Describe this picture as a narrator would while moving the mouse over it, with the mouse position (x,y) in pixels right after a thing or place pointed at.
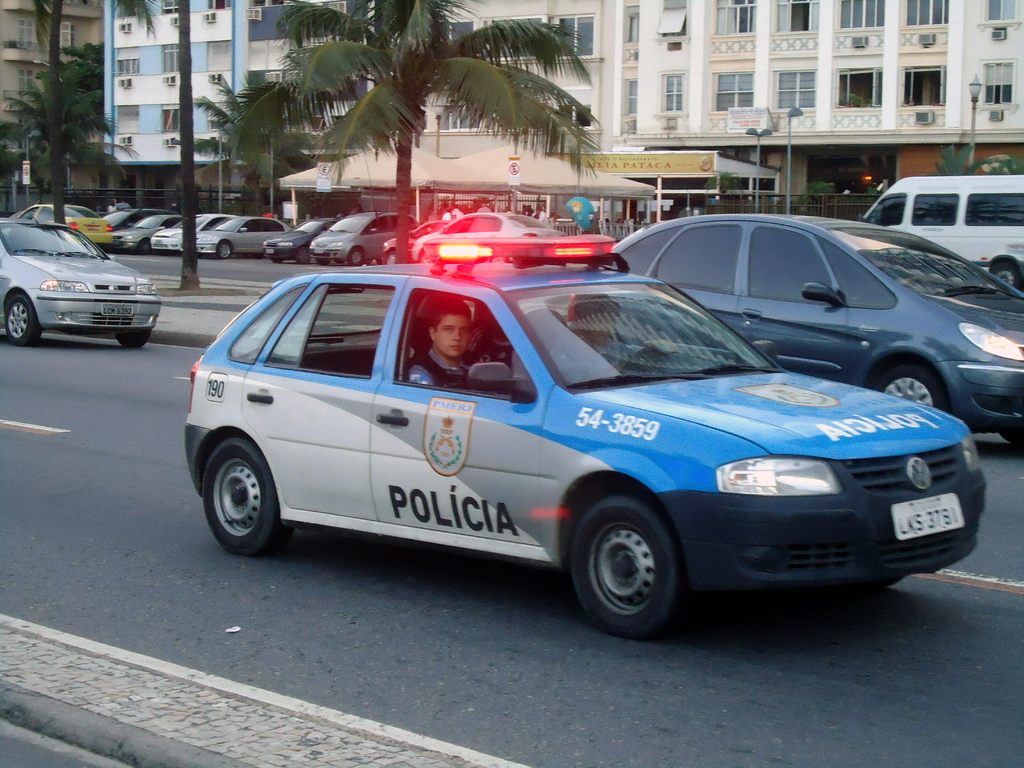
In this picture there are few vehicles (354,385) on the road (39,349) and there are trees (195,262) beside it and there are few vehicles (224,239) parked and there are few buildings (228,59) in the background (154,70).
